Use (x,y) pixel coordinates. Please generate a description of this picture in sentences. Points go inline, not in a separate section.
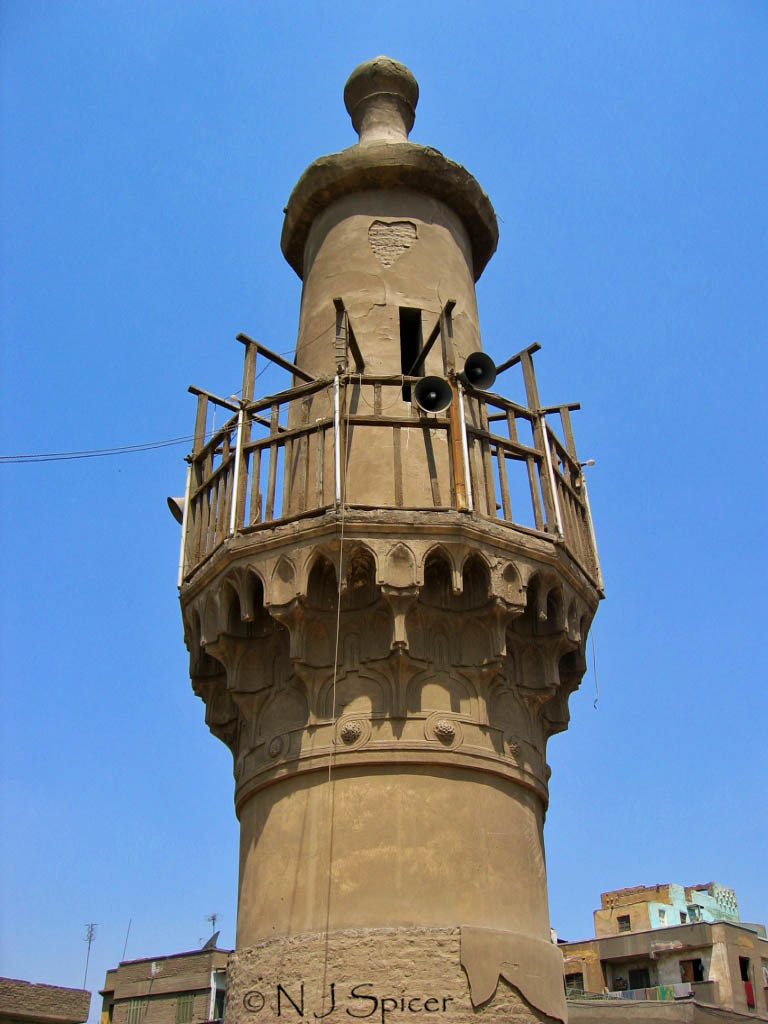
In this image I can see there is a construction (350,656), at the bottom (743,923) there are houses (644,923). In the middle (495,366) there are speakers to this. At the top (128,250) it is the sky (117,144).
